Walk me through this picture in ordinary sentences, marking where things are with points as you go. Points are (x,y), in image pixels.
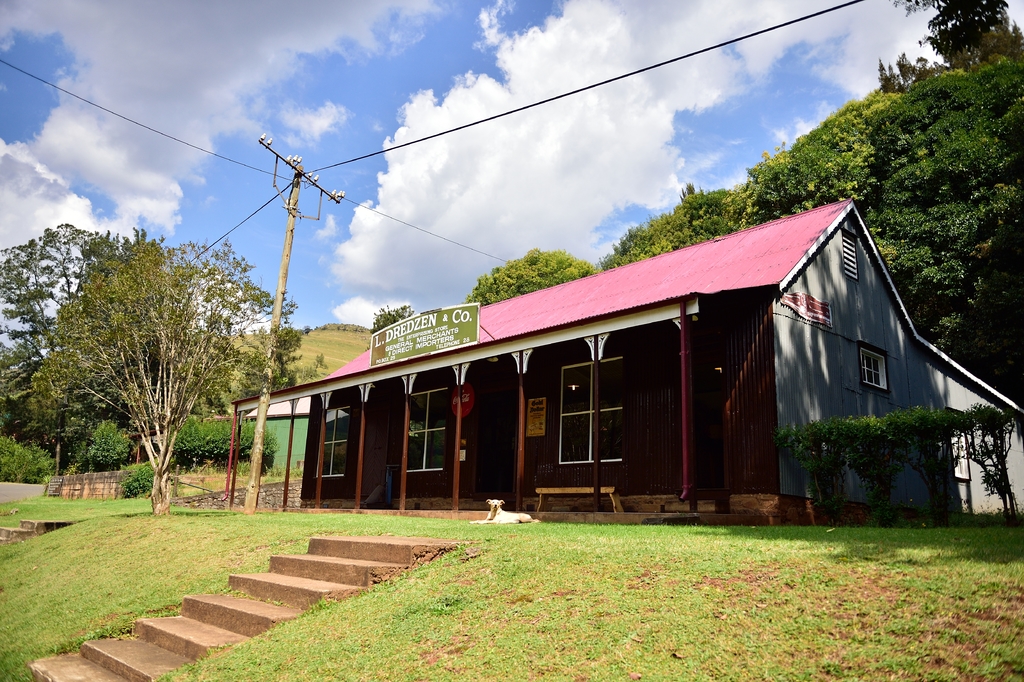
In this image there is a house (563,313) having a name board (434,330) attached to it. Before the house (561,500) there is a dog (512,519) sitting on the grassland (592,569). Bottom of the image (334,600) there are stairs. Left side there is a pole (292,192) connected with wires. There are plants (171,461) on the grassland (274,532). Background (929,197) there are trees (809,179). Left side (304,270) there is a sky (495,48). Top of the image (495,48) there is sky (446,101) with some clouds (624,35).
